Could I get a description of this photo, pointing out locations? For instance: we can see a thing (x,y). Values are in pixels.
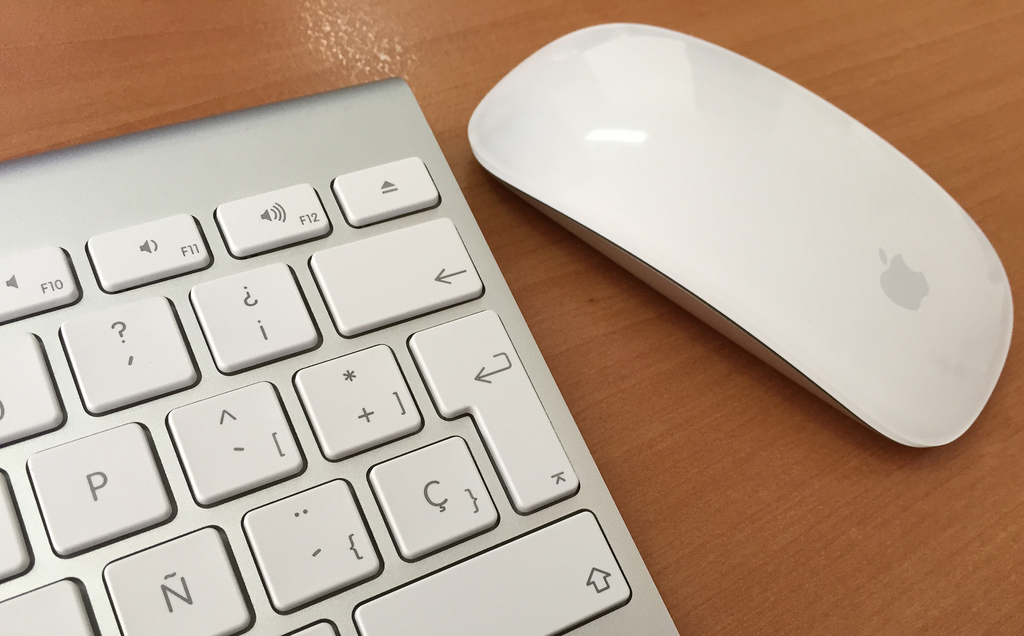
In this picture we can see a keyboard (186,335) and a mouse (728,105) on a wooden surface (624,273). We can see a few letters (190,607), symbols (270,218) and keys (167,265) are visible on a keyboard (214,309). There is a logo (912,285) visible on a mouse (680,254).
